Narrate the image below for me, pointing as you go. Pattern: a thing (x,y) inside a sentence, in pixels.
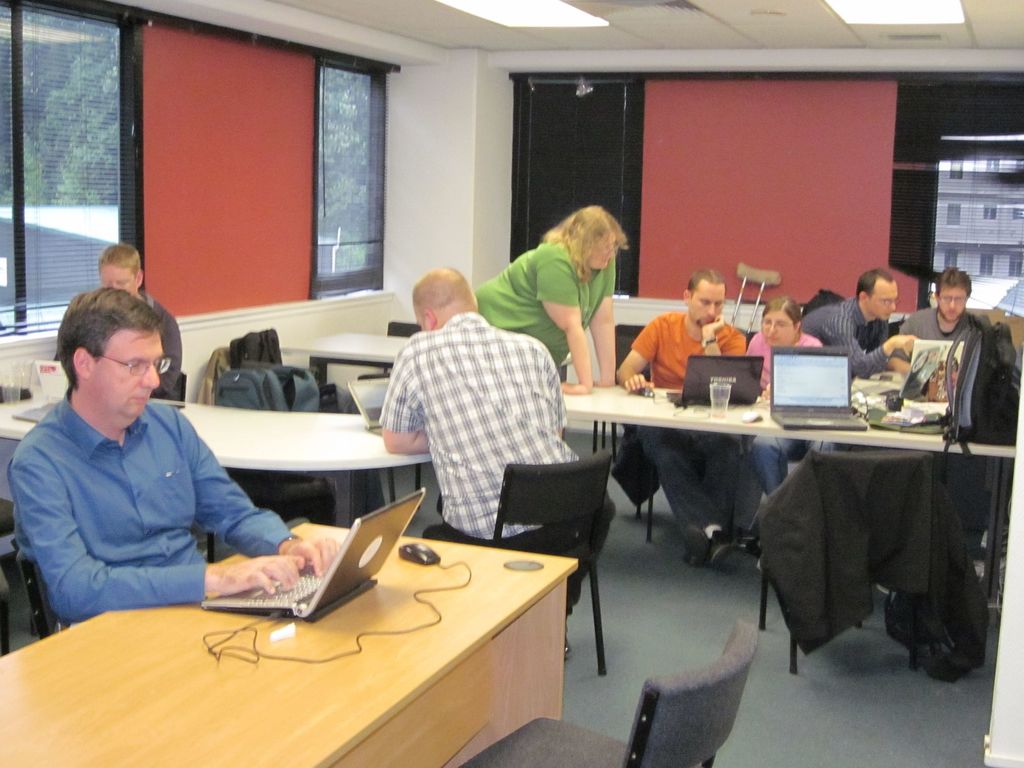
The photo is clicked inside a room (802,198). There are few people (48,560) sitting on chairs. In front of them on table (293,459) there are laptops (812,349), bag (965,380), paper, glass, mouse (433,549). A lady (575,274) is standing here. There are glass windows (324,139). In the ceiling (525,35) there are lights (572,13).
